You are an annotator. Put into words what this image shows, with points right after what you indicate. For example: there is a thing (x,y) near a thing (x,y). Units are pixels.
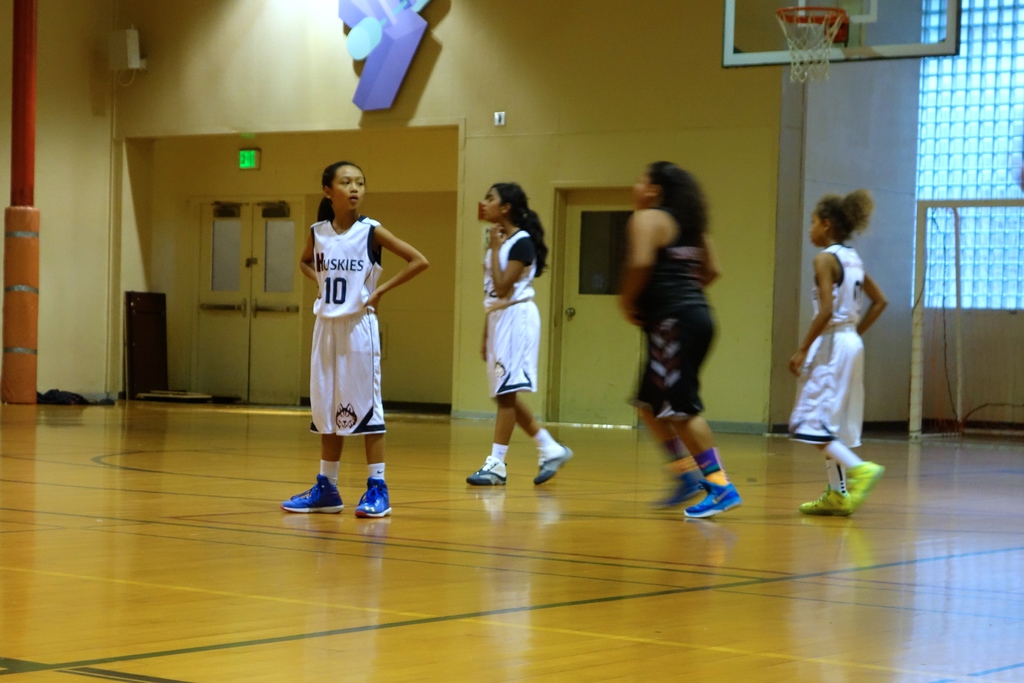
In this picture we can see four people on the floor (611,607), here we can see a wall (862,129), doors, basketball hoop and some objects (945,346).
